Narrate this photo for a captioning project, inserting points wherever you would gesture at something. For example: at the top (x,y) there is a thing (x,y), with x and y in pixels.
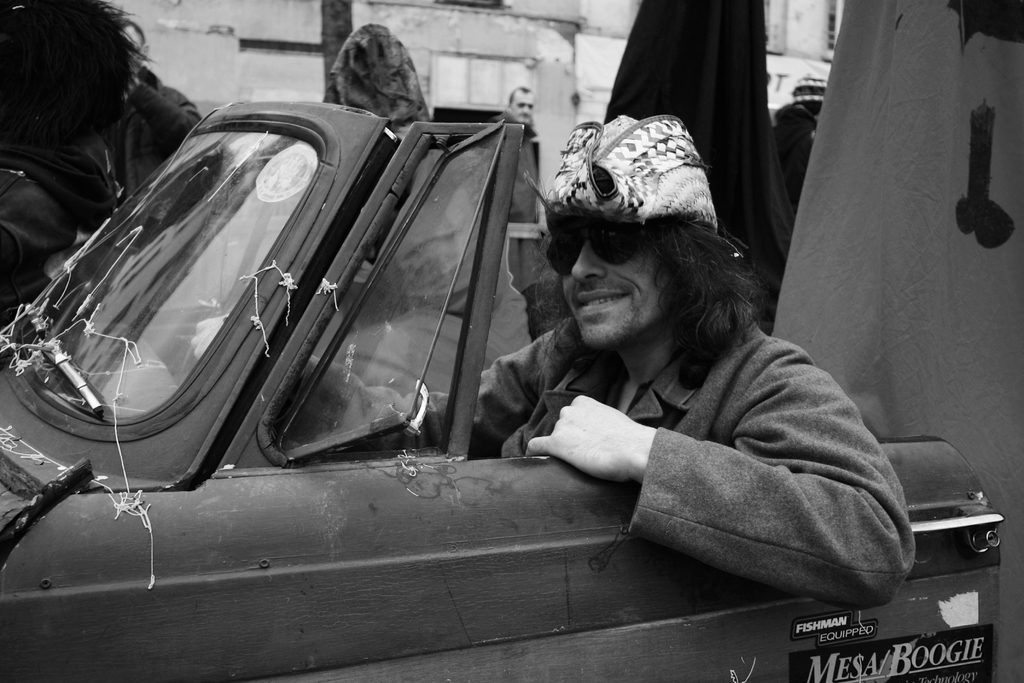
In this picture we can see a person (566,455) in a vehicle (516,463) and in the background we can see persons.
